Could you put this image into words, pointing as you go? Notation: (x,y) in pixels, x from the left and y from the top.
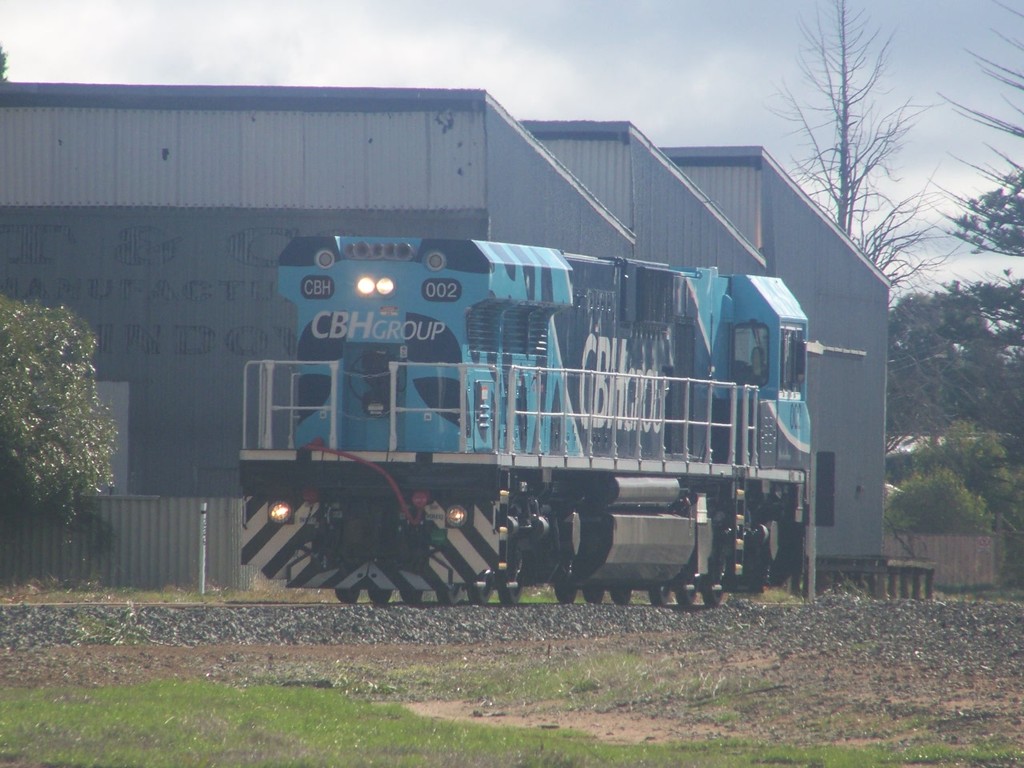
In the center of the image (560,399) there is a train (685,586) on the railway track (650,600). There are poles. At the bottom of the image (438,682) there is grass (575,684) and there are stones (965,619) on the surface (618,715). There is a wall (183,532). In the background of the image (240,355) there are buildings (779,272), trees (976,318) and sky (724,76).
